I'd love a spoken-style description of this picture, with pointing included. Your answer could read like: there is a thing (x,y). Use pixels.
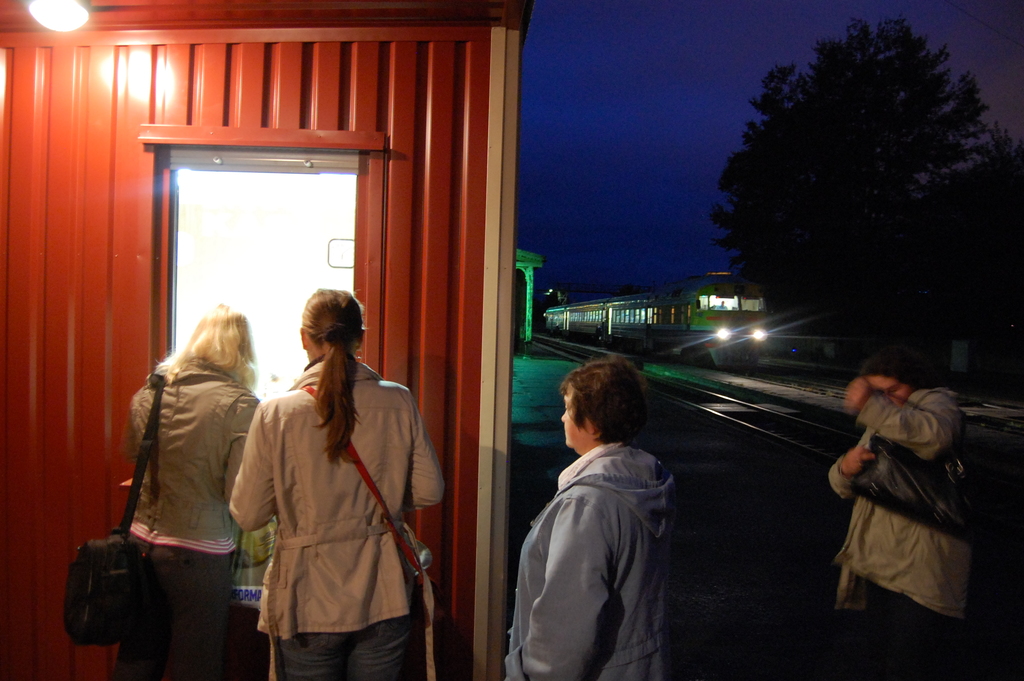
In this image, we can see some persons (584,484) wearing clothes (265,495) and standing in front of the door (276,322). There is an another person (925,437) in the bottom right of the image (929,595) wearing a bag (919,479). There is a light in the top left of the image (60,18). There is a train (687,318) on the track (681,390) which is in the middle of the image (675,289). There is a tree (810,259) on the right side of the image (970,271). There is a sky (598,27) at the top of the image (647,144).
